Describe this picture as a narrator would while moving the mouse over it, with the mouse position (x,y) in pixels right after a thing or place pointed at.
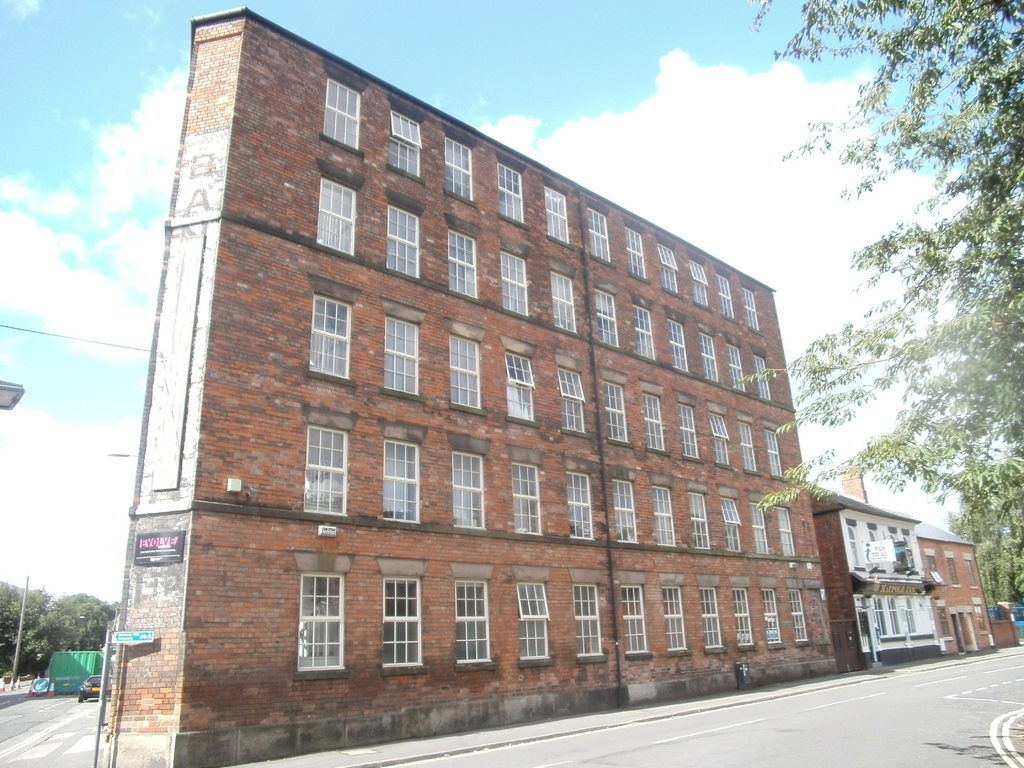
In this picture we can see buildings (848,623) with windows (406,376), trees (885,441) and a car (86,696) on the road (42,710) and in the background (69,166) we can see the sky (586,35) with clouds (126,303).
